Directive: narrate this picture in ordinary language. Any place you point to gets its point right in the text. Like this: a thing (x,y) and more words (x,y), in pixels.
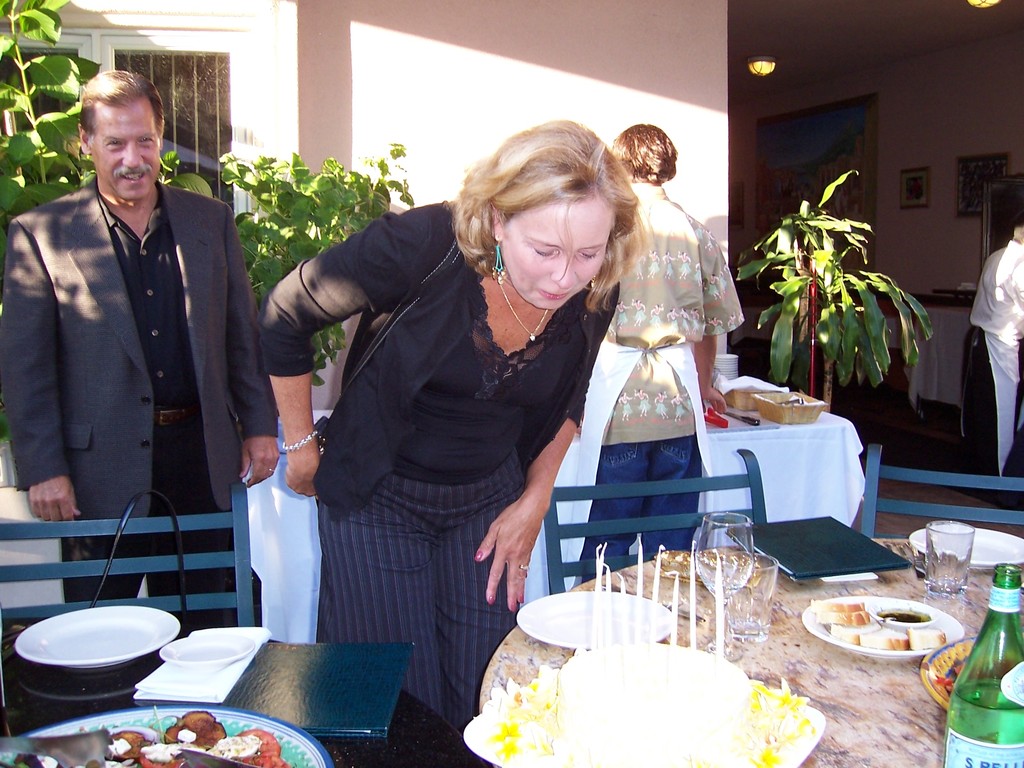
In the middle of the image (644,317) few people (625,278) are standing. Bottom right side of the image (698,583) there is a table (698,625), On the table (909,596) there are some candles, glass (731,558), plate (852,597), bread (831,611), bottle (1012,726), saucer (890,611). Top right side of the image (837,133) there is a wall (745,190), On the wall (936,240) there are some frames (875,207). In the middle of the image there is a plant (853,281). Bottom right side of the image (863,705) there is a chair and table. Top left side of the image (172,98) there is a window (211,99).
